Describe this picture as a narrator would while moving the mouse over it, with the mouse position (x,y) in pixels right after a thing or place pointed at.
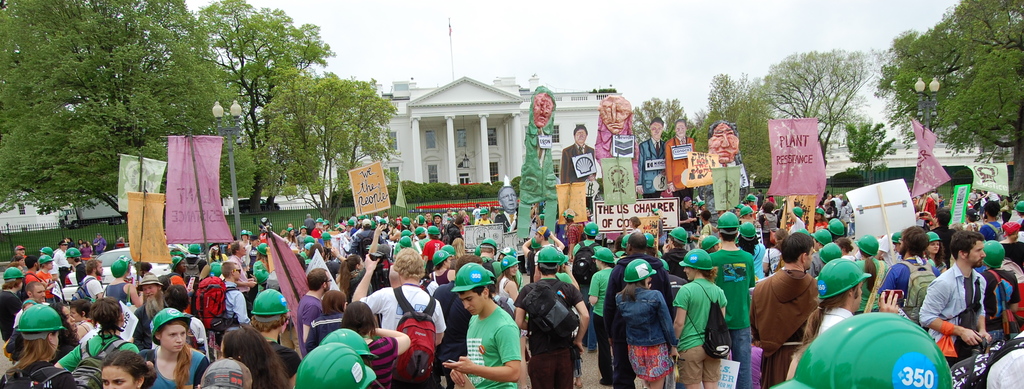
In this image, we can see persons (785,237) wearing clothes (984,282) and helmets (478,273). There are some persons (363,226) holding banners (795,139) with their hands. There are some plants (424,185) in front of the building (451,112). There are some cutouts (665,145) in the middle of the image (515,192). There are trees (72,172) on the left (86,167) and on the right side of the image (890,92). There are street poles (938,88) in front of the fencing (292,214). There is a sky (488,17) at the top of the image (514,17).
